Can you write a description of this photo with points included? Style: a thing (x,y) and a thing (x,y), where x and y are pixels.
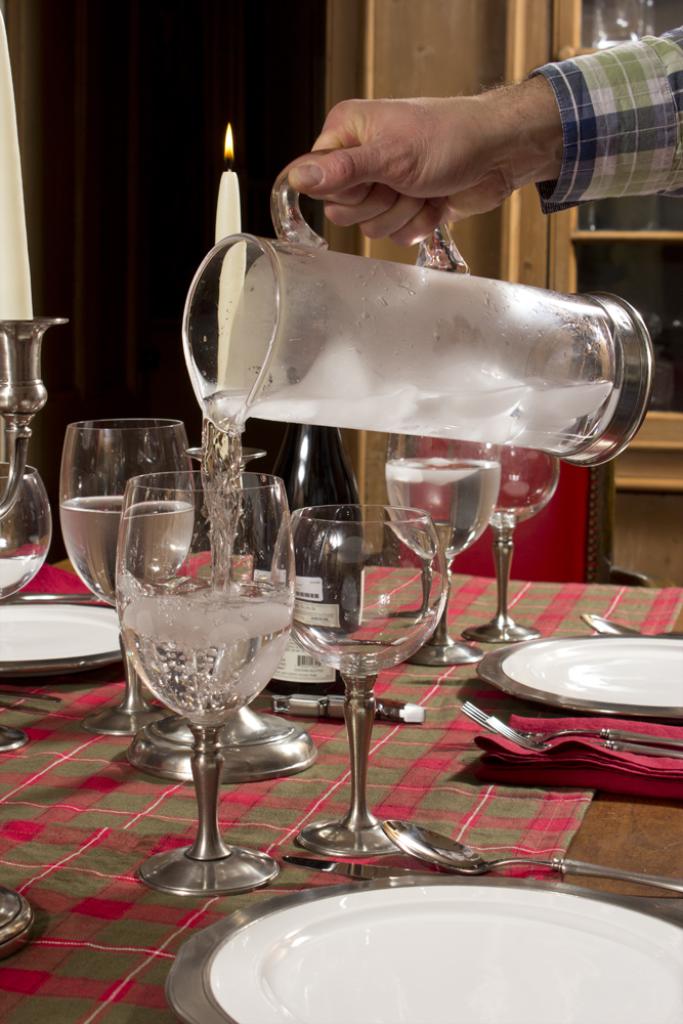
Bottom of the image (145,965) there is a table (642,815) on the table (679,854) there are some glasses (70,473) and plates (592,691) and spoons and forks (603,736). Top right side of the image (464,125) a man (680,110) is holding a jar (322,298).
